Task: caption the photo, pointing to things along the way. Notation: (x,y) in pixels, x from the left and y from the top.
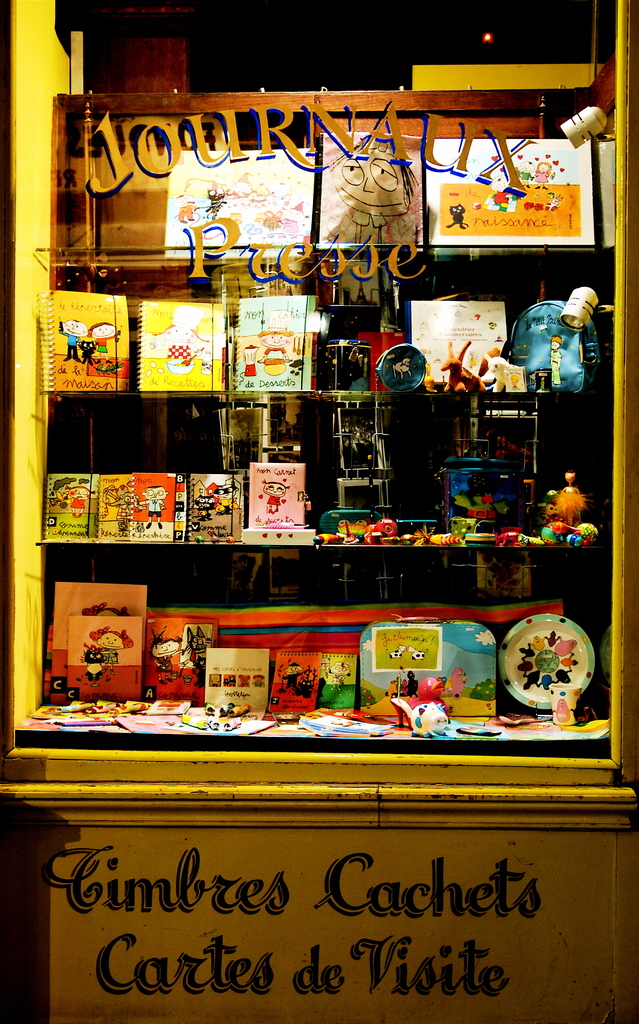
This picture looks like a glass box (506,123) and I can see few items (334,520) on the shelves (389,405) and I can see text (251,961) at the bottom of the picture (405,945) and text (283,263) on the glass (293,180).
